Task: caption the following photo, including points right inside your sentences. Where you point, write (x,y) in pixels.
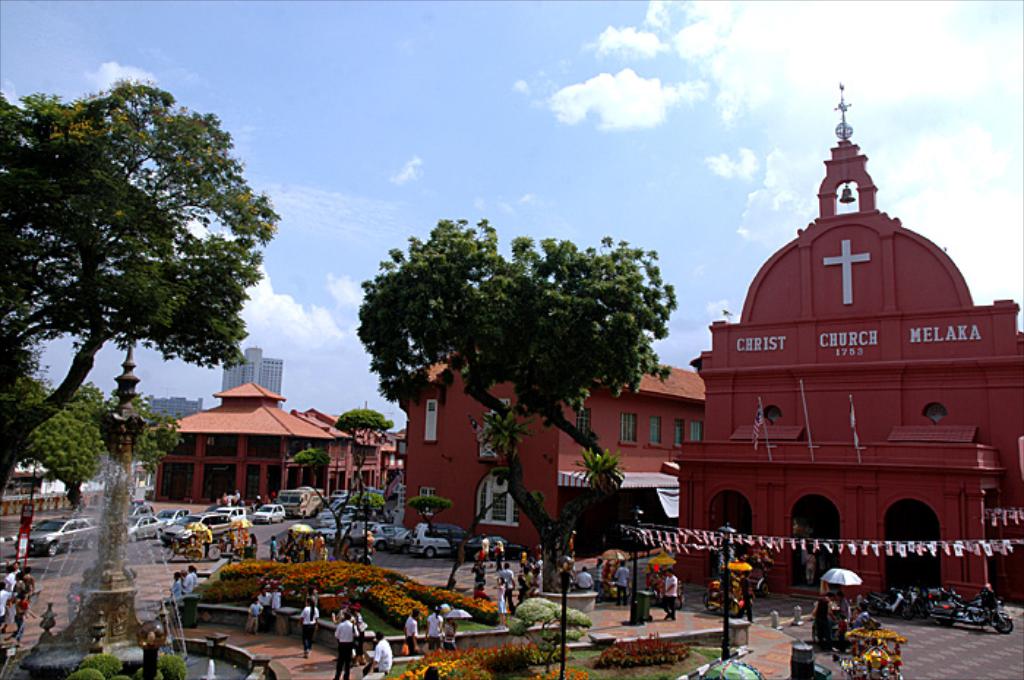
In this image I can see few trees (56,440), few buildings (616,494), few poles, number of plants (78,674), number of vehicles (868,665) and I can also see number of people (839,621) are standing on the ground (151,594). On the left side of this image (39,679) I can see a water fountain (104,477) and on the right side (1002,323) I can see few flags (851,407) and something is written on the building (866,285). In the background (431,202) I can see clouds (809,57) and the sky (427,76).
